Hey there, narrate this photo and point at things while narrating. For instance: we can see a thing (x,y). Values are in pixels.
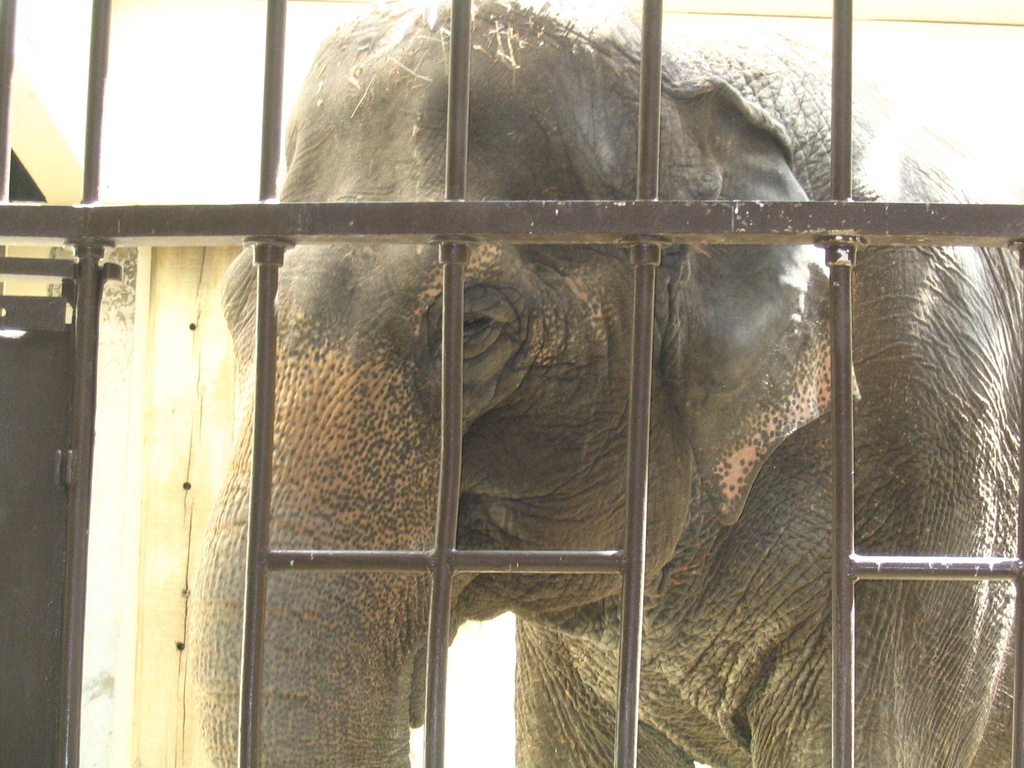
In this image there is an elephant (593,433), in front of the elephant (816,489) there is a gate (849,493), behind the elephant (328,320) there is a house (105,567).
